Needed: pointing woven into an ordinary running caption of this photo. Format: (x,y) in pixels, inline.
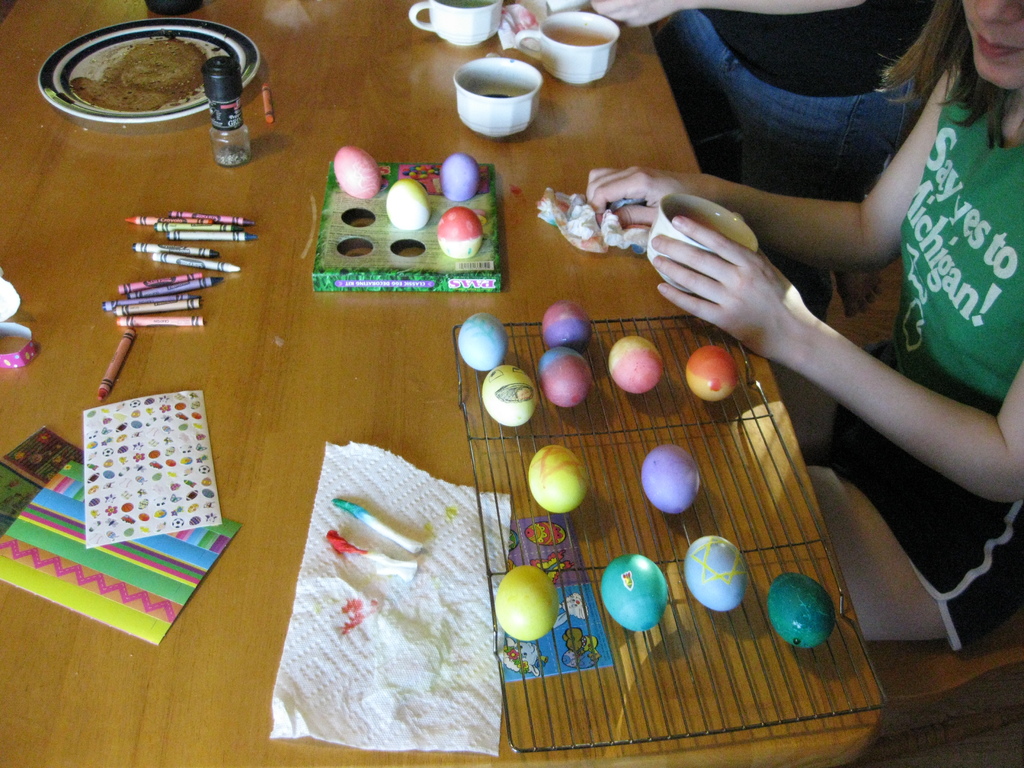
In this picture there is a table (642,404) at the bottom side of the image (257,532), on which there are cups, crayons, colorful eggs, and stickers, there are people (772,354) on the right side of the image (813,413).
